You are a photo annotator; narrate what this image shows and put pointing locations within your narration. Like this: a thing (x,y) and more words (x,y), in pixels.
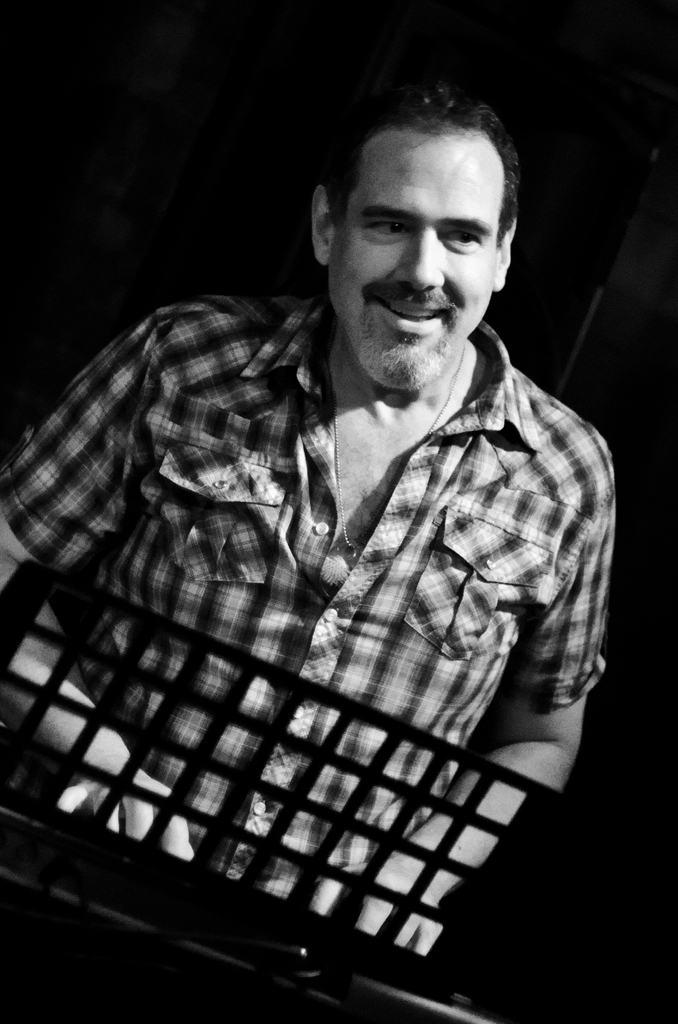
This is a black and white image in which we can see there is a person (144,832) playing piano (123,851).
